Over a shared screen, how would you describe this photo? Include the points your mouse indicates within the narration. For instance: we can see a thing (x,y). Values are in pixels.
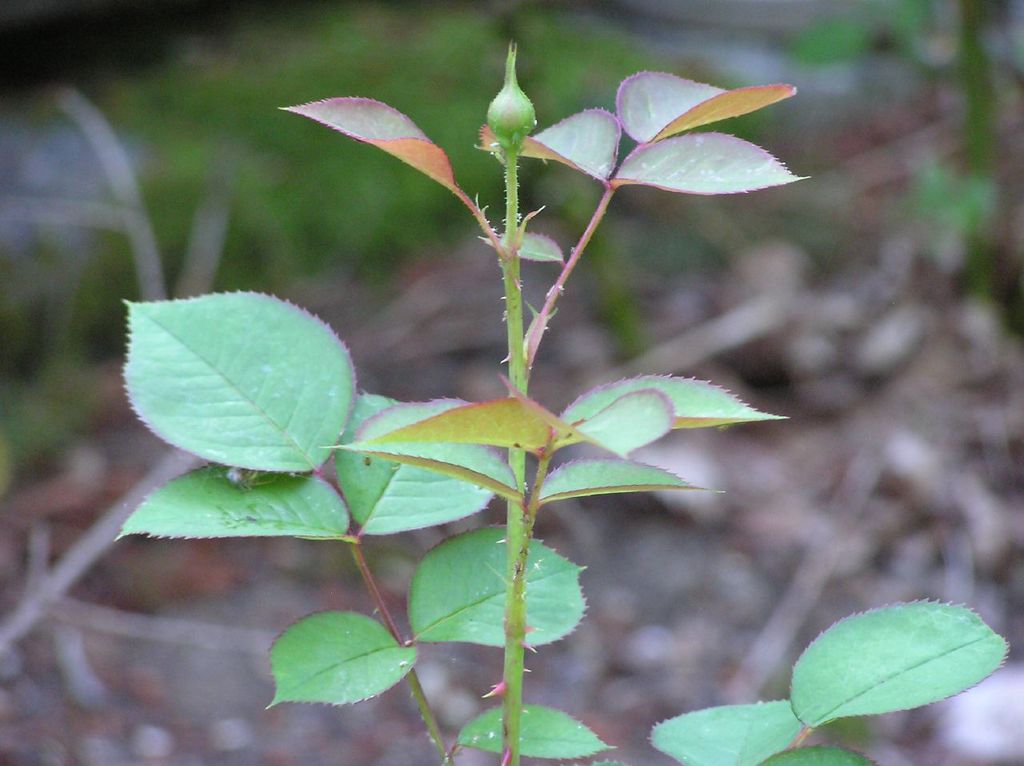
In the picture I can see a bud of a plant (372,656) and the background of the image (280,566) is blurred.
